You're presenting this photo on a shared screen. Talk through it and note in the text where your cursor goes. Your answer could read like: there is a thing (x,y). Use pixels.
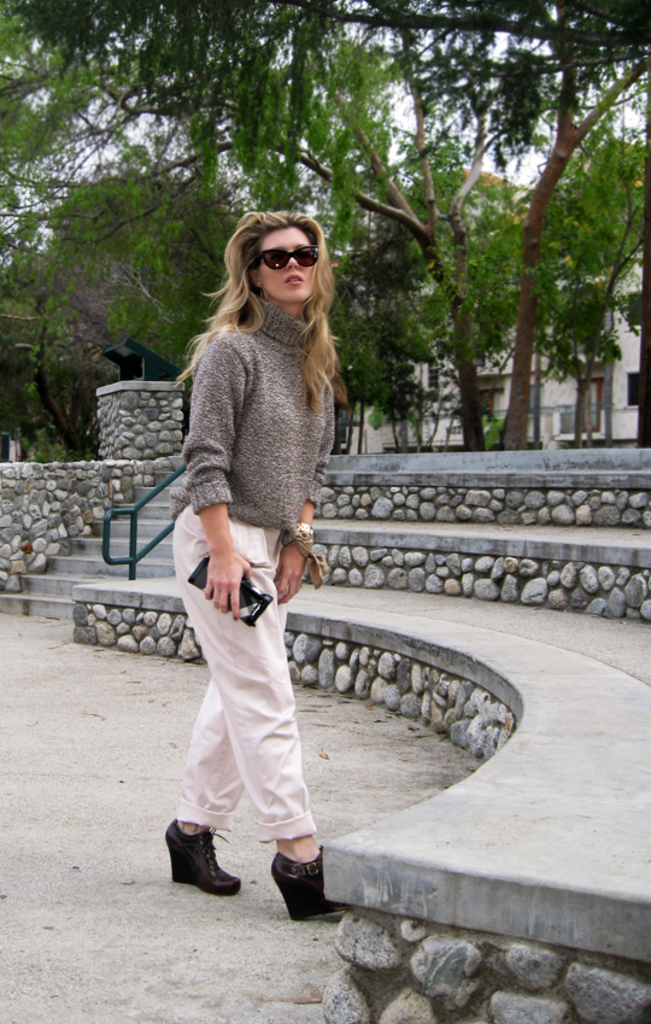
In this image we can see a lady (246,656) standing and holding an object (247,598). There are staircases (486,584) in the image. There is a building (572,424) in the image. There are many trees (183,230) in the image.
